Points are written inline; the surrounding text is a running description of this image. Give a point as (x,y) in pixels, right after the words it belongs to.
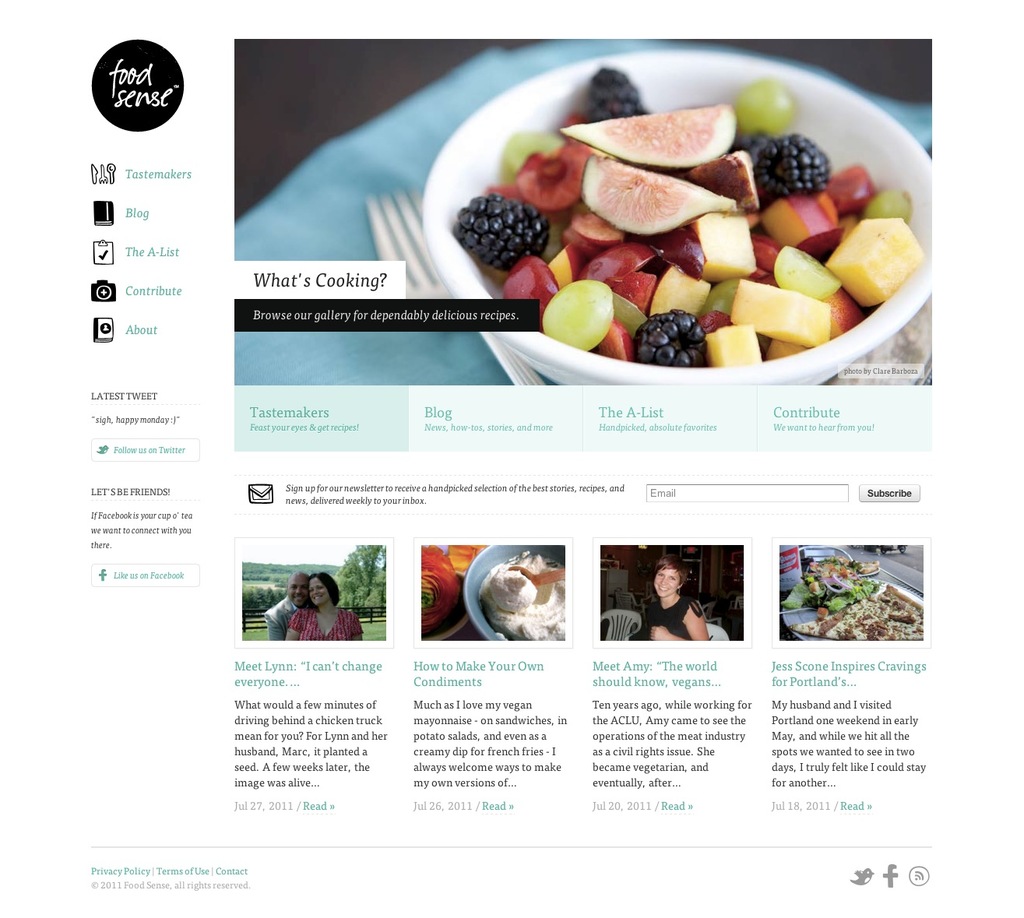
In this image we can see the bowl (435,234) with fruits (796,336), we can see fork (415,241) kept on the blue color cloth (317,194). Here we can see some edited text (506,784) and we can see some pictures (429,568). The background of the image (986,611) is in white color.
